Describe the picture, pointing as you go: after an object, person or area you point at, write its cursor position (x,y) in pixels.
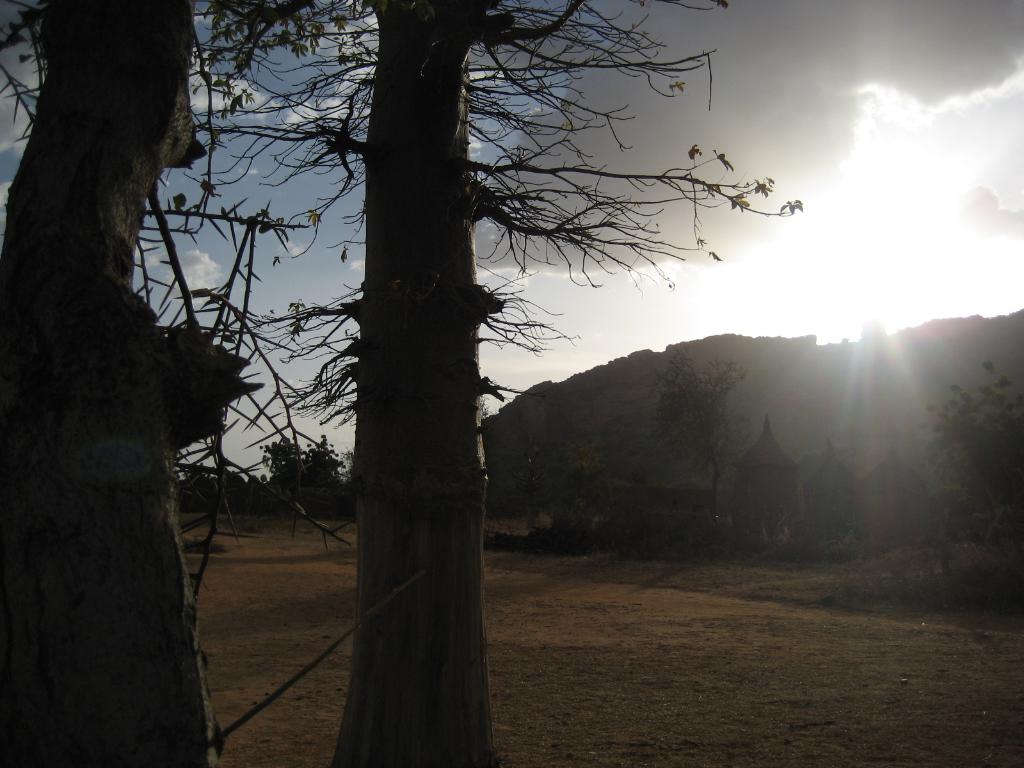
In this image we can see plain land (708,652), huts (826,514), trees (50,432), mountain (789,376) and sky (711,132) with some clouds (823,157).
